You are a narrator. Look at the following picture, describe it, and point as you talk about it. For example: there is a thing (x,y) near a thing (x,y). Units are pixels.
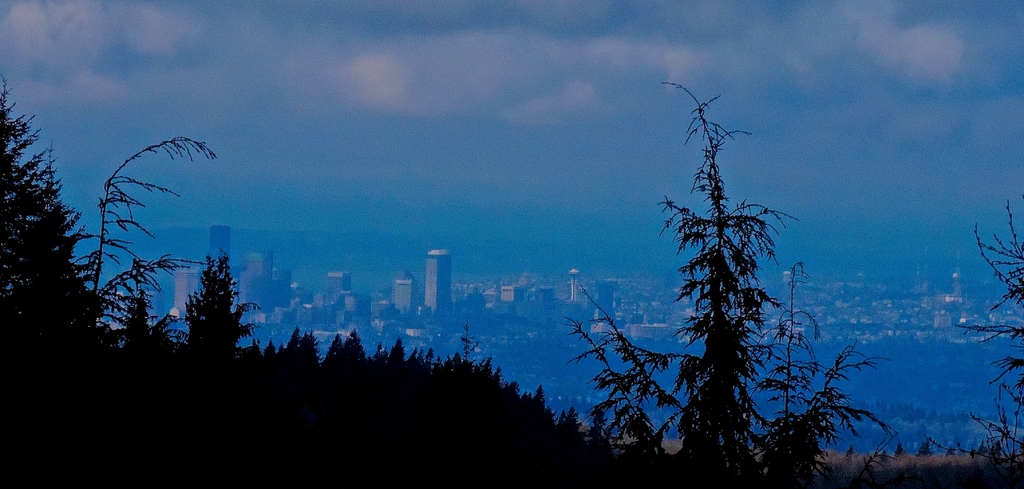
This is an aerial view. In the center of the image (439,265) we can see the buildings (437,299). At the bottom of the image (551,354) we can see the trees (665,430) and ground (978,460). At the top of the image (535,84) we can see the clouds (508,93) are present in the sky (498,107).
